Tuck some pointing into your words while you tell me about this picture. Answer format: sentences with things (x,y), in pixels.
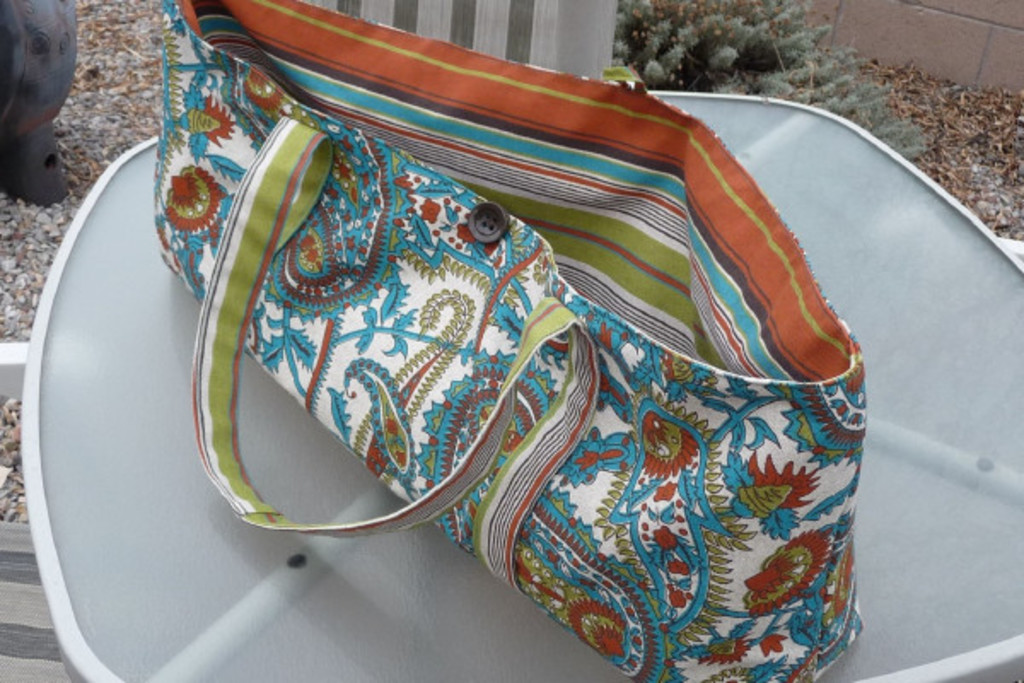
There is a bag (418,353), straps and button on a table (400,536). We can see in the background (70,106) soil (123,72), stones (138,115).
